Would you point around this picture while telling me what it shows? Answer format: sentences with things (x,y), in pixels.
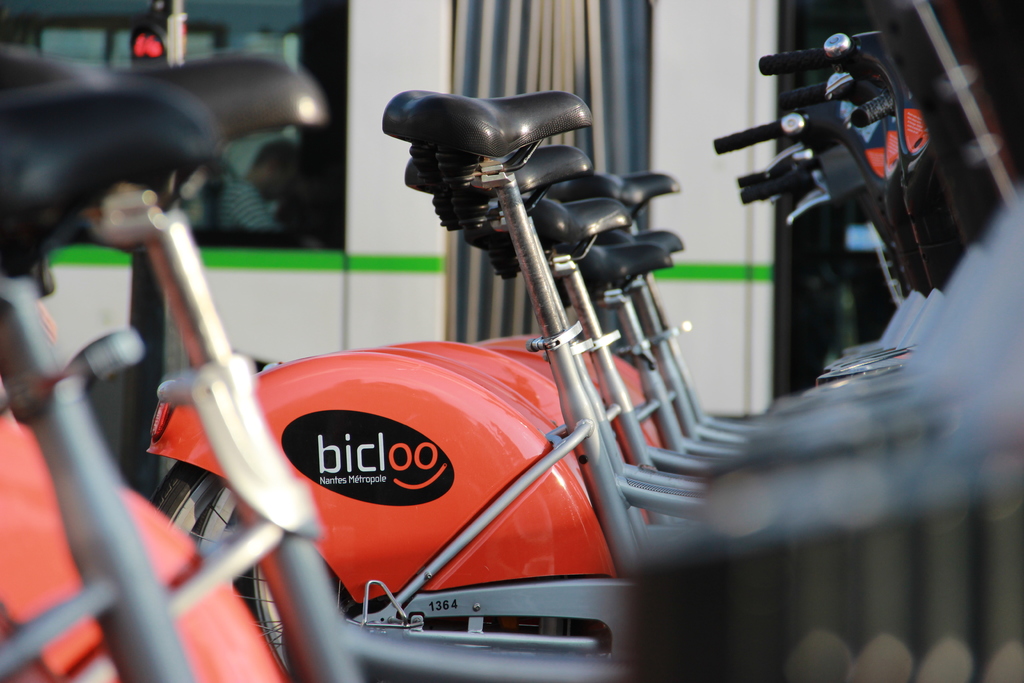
In this picture we can see the bicycles (547,202). In the background of the image (246,21) we can see the wall (325,270), glass doors (845,309), light (142,55), pole (181,33).
